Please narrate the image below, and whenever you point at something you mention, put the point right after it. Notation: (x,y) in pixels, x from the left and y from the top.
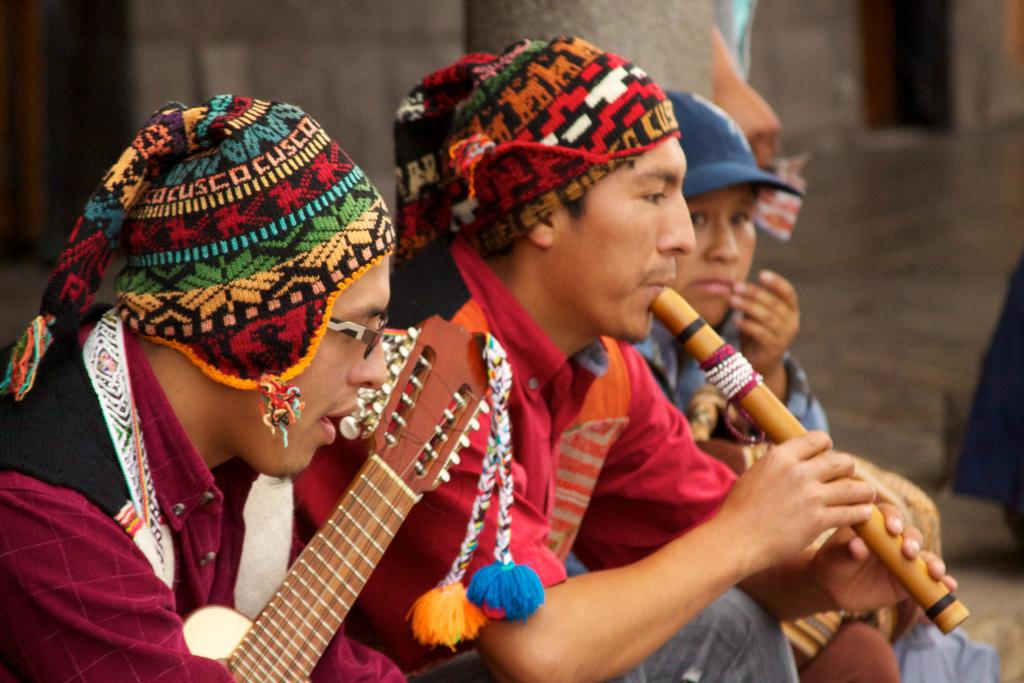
In this image, we can see some people (793,570) sitting and they are holding musical instruments (223,639), in the background (898,269), we can see the floor (892,247) and a wall (829,126).
